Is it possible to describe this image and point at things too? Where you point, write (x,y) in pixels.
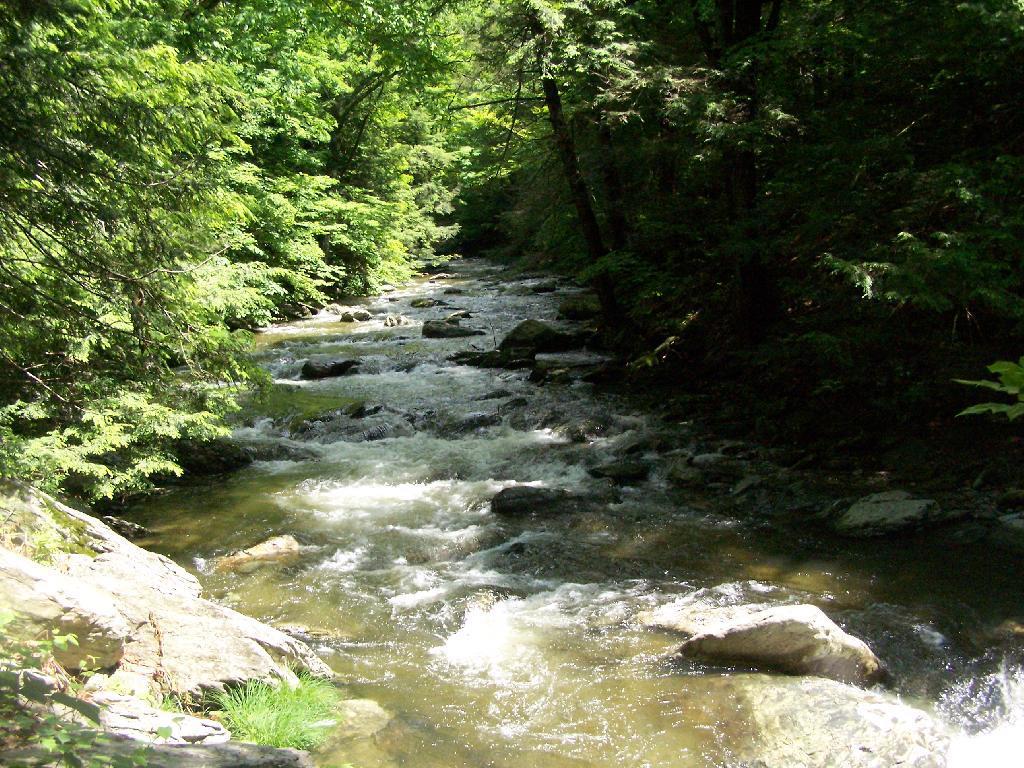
In this image we can see many trees (348,145) and in the center (594,444) we can see water (523,572).
